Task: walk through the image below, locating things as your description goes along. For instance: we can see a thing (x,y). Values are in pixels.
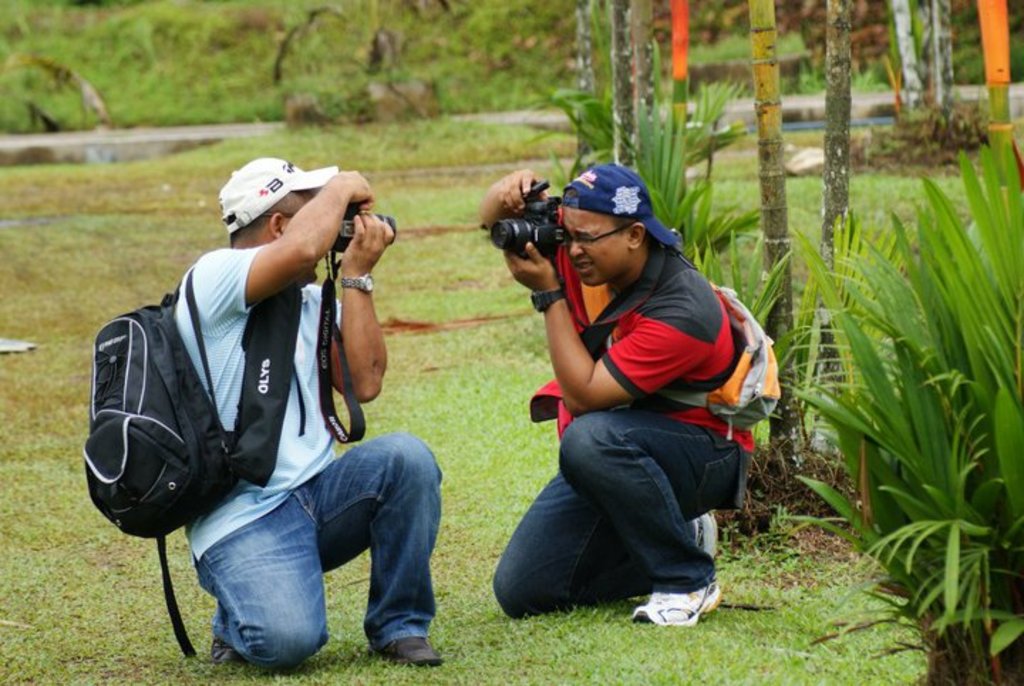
In this image we can see two people (359,343) wearing cap (275,198), bag (724,291), watch (368,286) and shoes (416,643) sitting on their knees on the grass (495,606). We can also see that two persons (376,344) taking a photograph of each other holding a camera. We can also see plants (816,345), branch (770,208) of a tree (770,260).
